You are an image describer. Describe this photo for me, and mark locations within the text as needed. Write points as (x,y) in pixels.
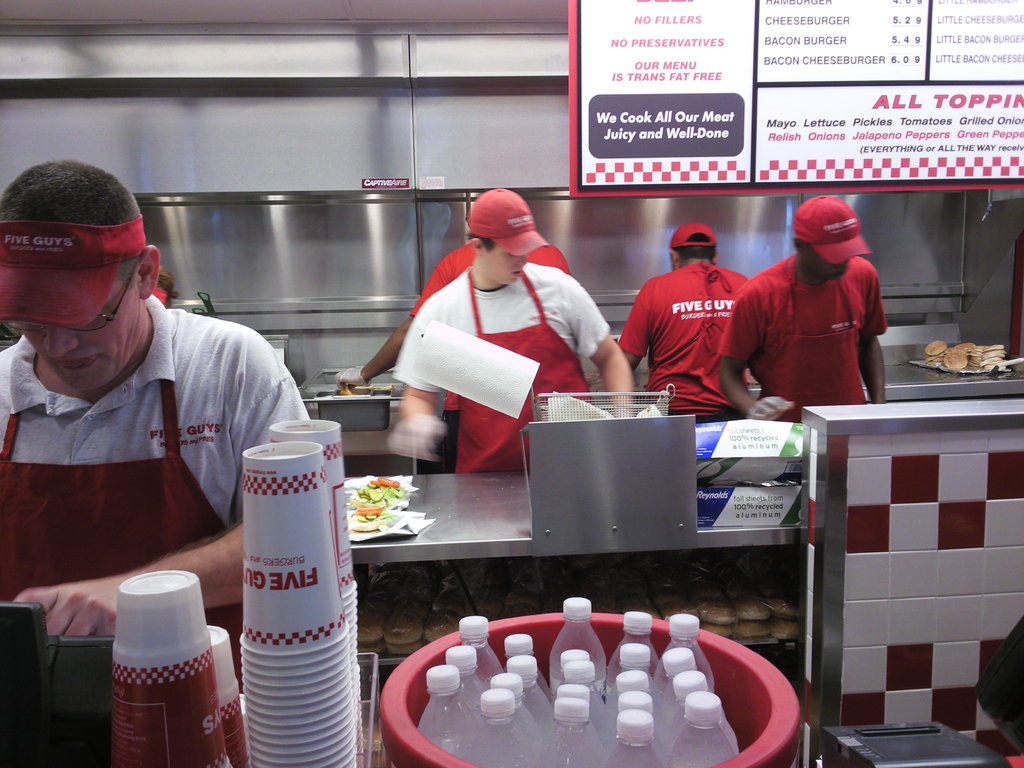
In this image few persons (690,392) wearing apron (560,364) are standing behind the table (492,488) having few vegetable slices (377,500) on the tray (393,508). Right side there is a tray (924,364) having some food (949,348) on it. Bottom of image (414,710) there is a bucket (412,750) having few bottles (522,698) in it. Beside there are few cups (308,687), beside there is a device (46,694). Behind it there is a person (94,465) wearing red colour apron (123,472), cap (28,295), spectacles (78,329). Right top there is a poster (673,164) having few lists (821,62) on it.
